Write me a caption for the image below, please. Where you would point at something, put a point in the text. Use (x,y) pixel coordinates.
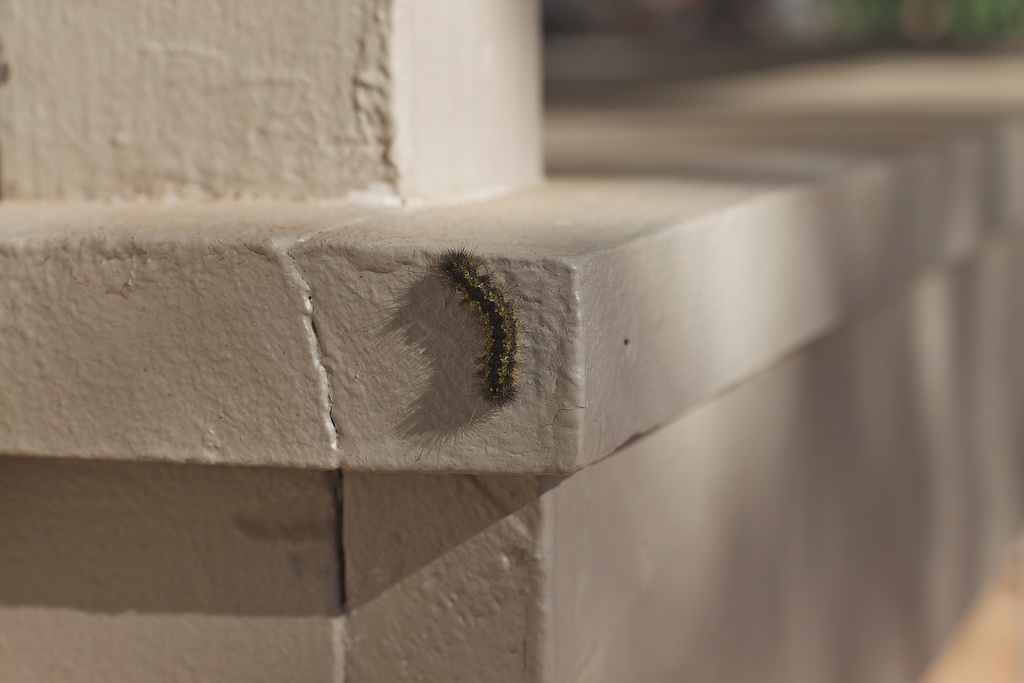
In this image we can see a caterpillar (485,346) on the wall (455,424).
